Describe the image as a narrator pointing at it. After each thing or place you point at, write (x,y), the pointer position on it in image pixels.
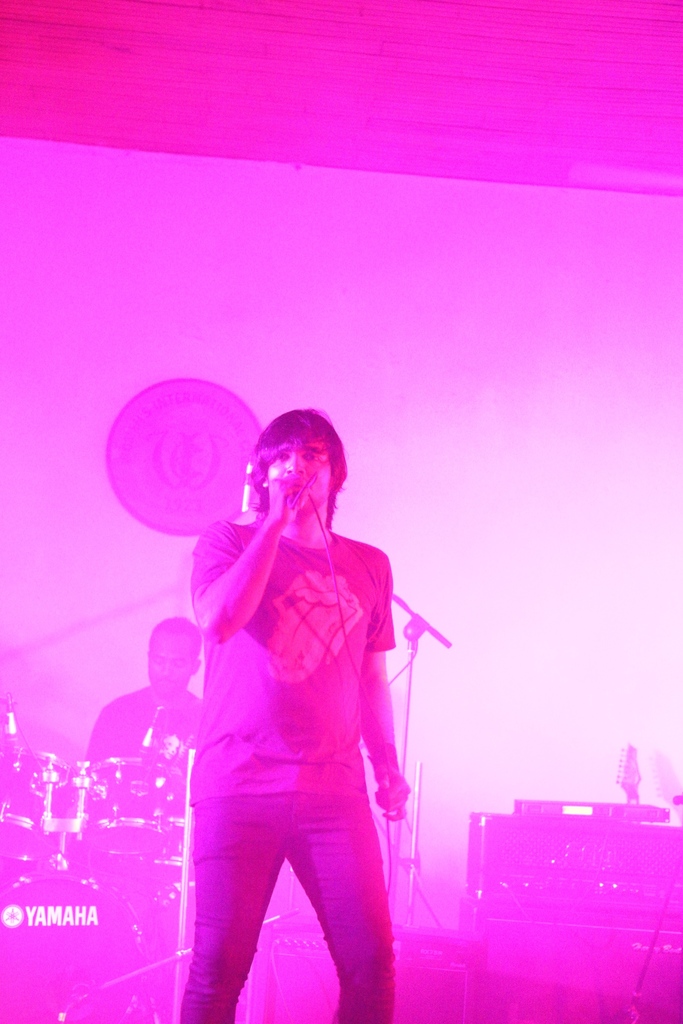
In this picture I can observe a man (324,711) standing in the middle of the picture (282,612). He is holding a mic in his hand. Behind him I can observe another person (138,730) playing drums (73,832). In the background (6,333) I can observe wall (392,283).
